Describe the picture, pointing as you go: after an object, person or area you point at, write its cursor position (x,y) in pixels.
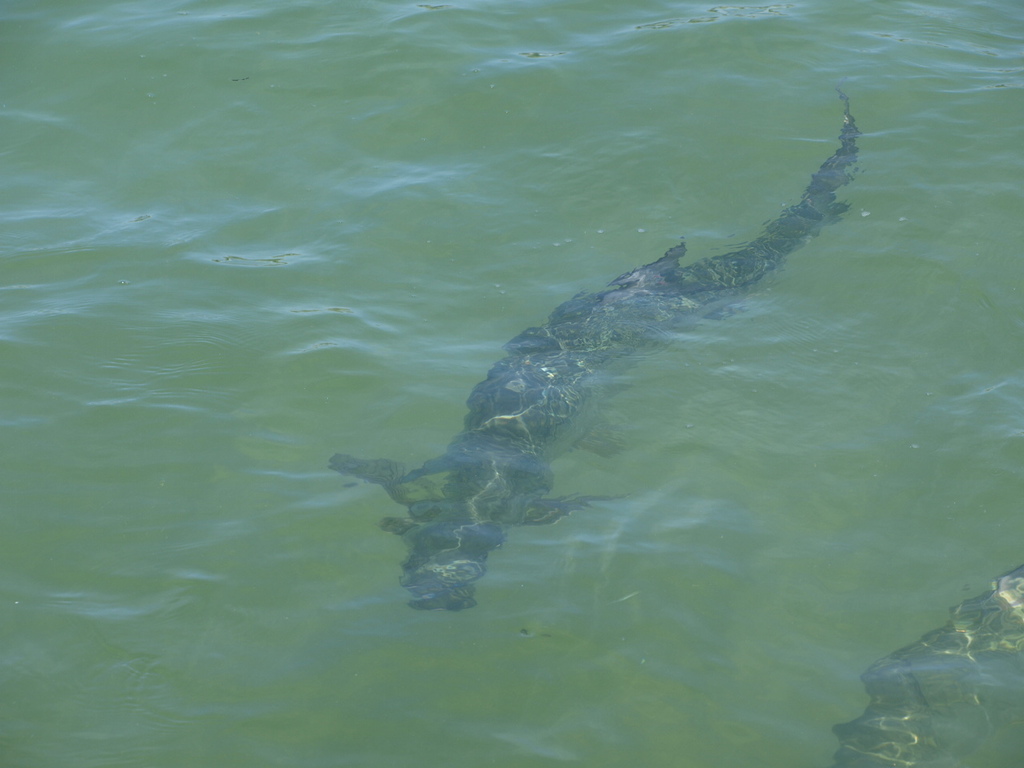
In this picture we can see an animal (839,156) in the water (768,413).
